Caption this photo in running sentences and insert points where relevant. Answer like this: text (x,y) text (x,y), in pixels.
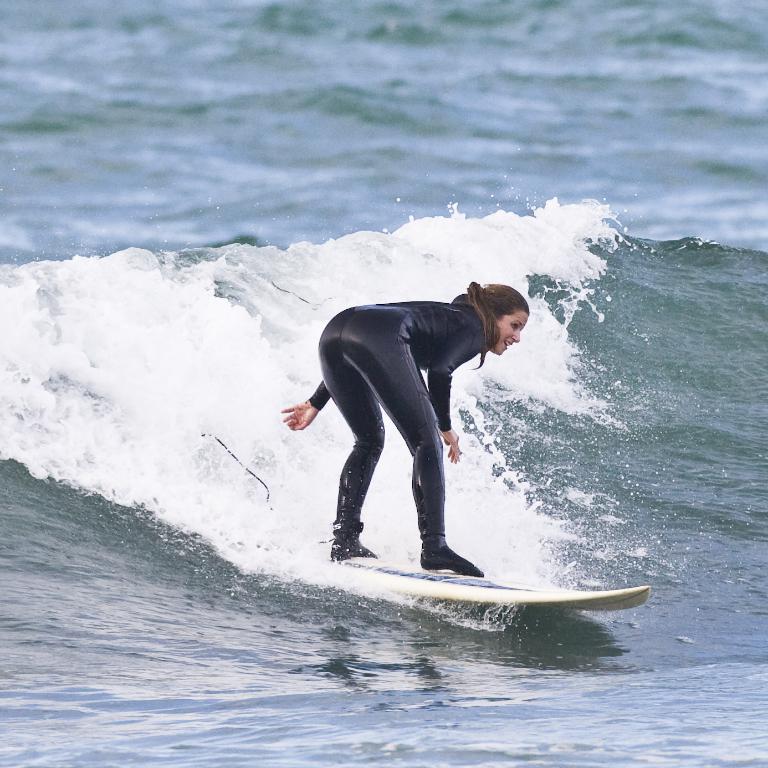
In the center of the image (501,313) there is a lady (486,301) surfing on the surfing board (543,597). At the bottom of the image (446,700) there is water (348,691).
